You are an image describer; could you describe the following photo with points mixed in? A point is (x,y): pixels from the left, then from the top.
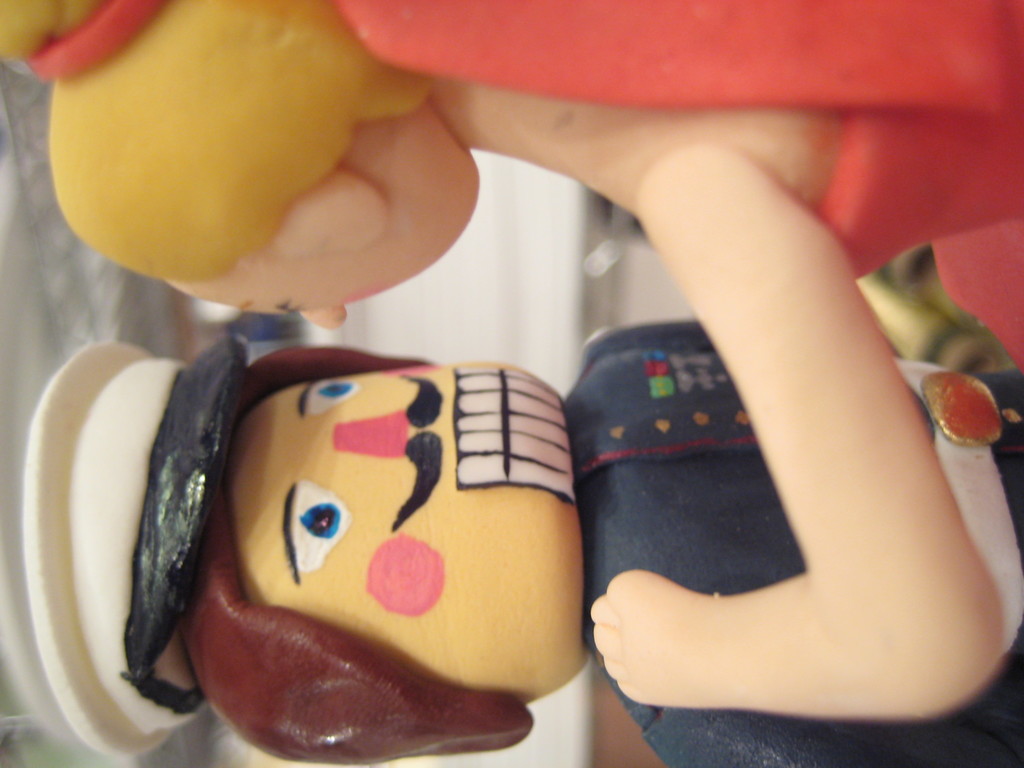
In the picture we can see two dolls (597,343) and doll (692,671) is keeping hand (632,586) on the other doll (541,403) and one doll (559,404) is in police uniform (67,404).
